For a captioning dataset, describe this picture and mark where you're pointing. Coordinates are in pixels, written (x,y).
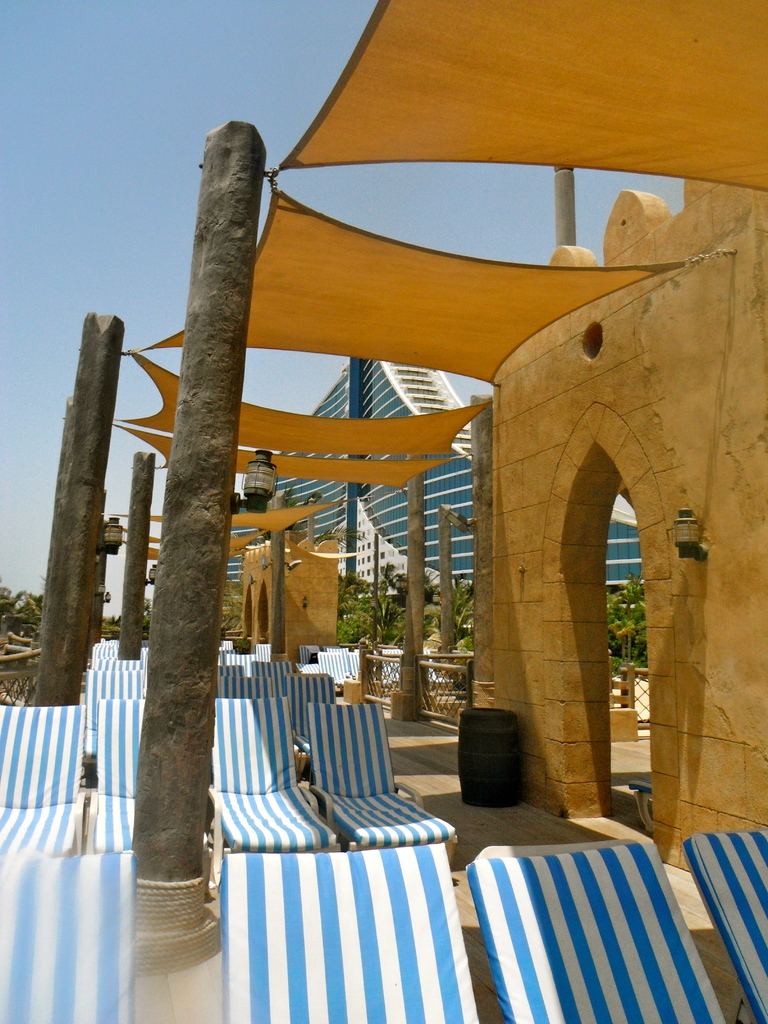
In this image we can see beach chairs (253,784). Also there are pillars (166,560) and lamps (117,530). There is a wall (544,501) with an arch (544,737). Near to that there is a bin (491,757). In the back (397,545) there is a building (397,545). Also there are trees (428,587). And there are clothes (415,310) tied between pillars (225,272) and wall (638,398). In the background (156,152) there is sky (183,114).
